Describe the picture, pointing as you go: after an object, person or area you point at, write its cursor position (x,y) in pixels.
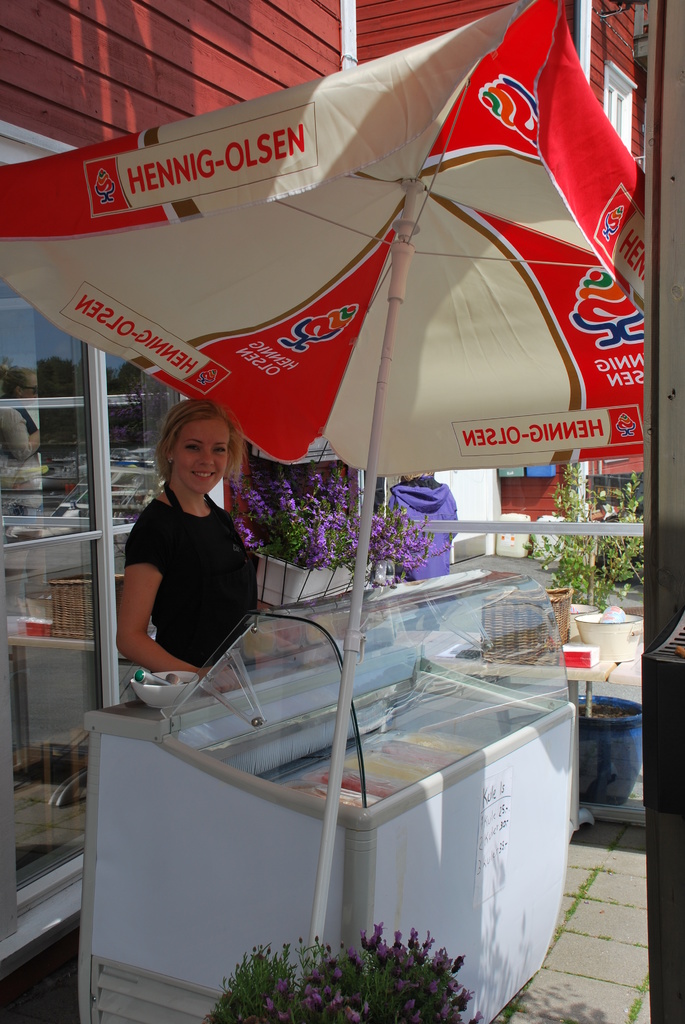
In this image we can see a woman (153,586) and she is smiling. Here we can see an umbrella (439,212), plants (453,1012), flowers (467,1003), glasses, bowl (171,694), deep freezer (290,759), and other objects (638,618). In the background (57,62) we can see a building (323,48).
